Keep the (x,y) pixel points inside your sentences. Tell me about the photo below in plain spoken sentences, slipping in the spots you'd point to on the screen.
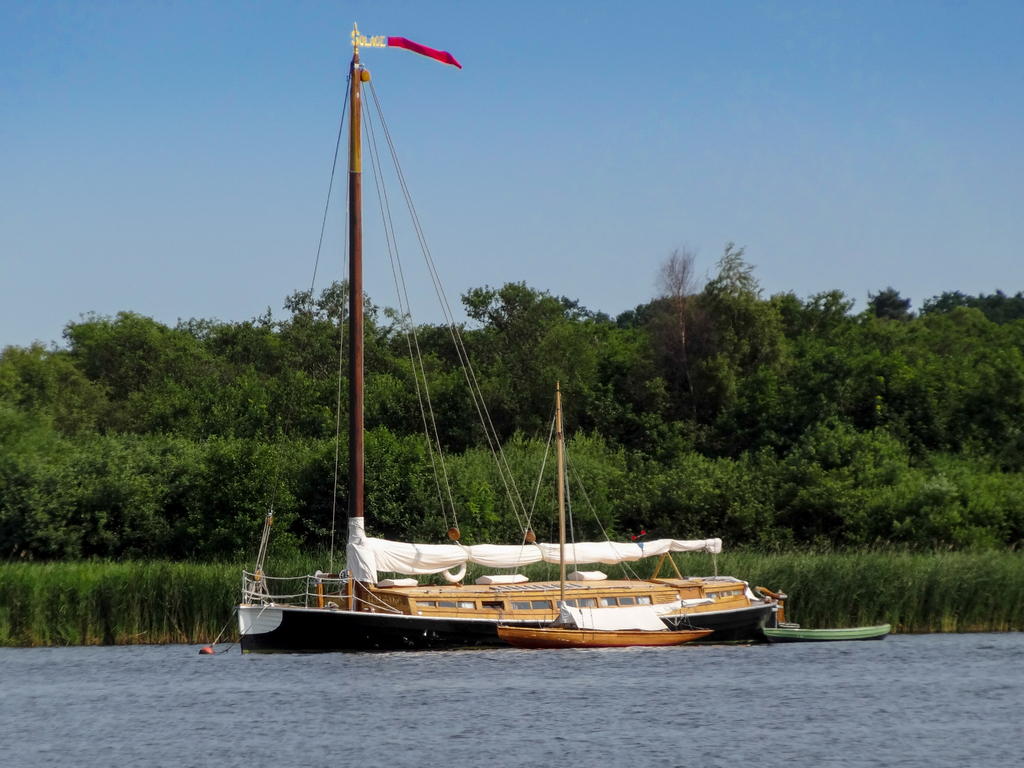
This picture is clicked outside the city. In the center (363,397) there is a ship (370,596) in the water body (797,718). In the background (708,112) we can see the sky (715,95), trees (890,406) and plants (411,499).
